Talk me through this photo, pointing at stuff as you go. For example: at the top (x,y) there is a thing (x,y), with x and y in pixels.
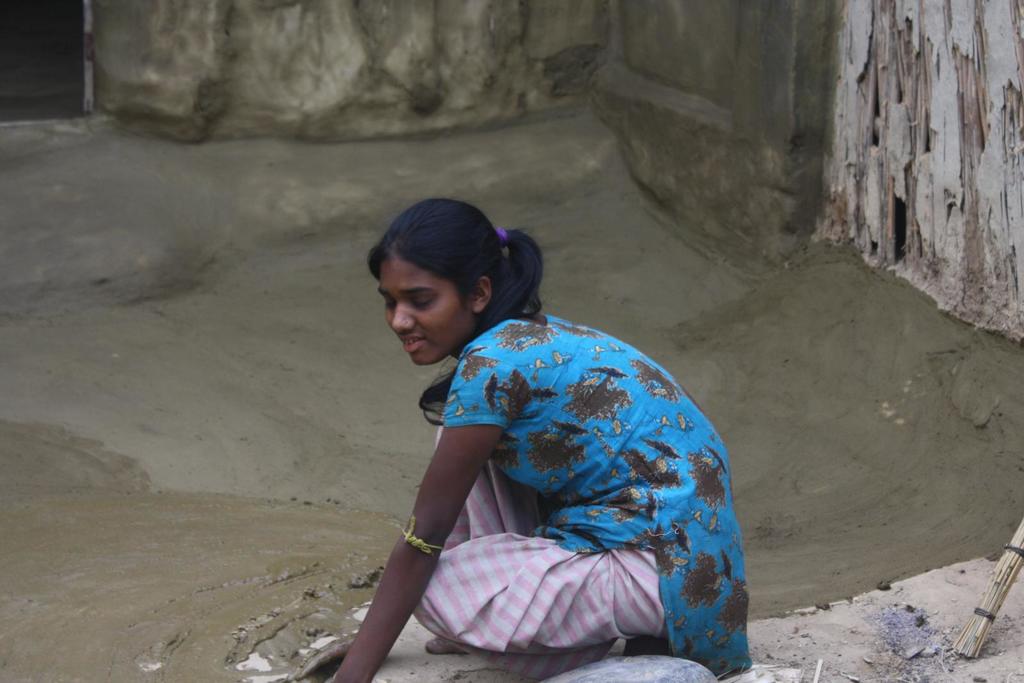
In this picture, we see the girl (477,406) is wearing the blue dress (472,384). She is smiling and she is closing her eyes (430,300). In front of her, we see the mud (305,476). At the bottom (625,675), we see a white plastic bag (648,667). In the right bottom (1000,594), we see the broomstick (989,608). In the background (877,133), we see a wall (208,92) and a door (80,58).
